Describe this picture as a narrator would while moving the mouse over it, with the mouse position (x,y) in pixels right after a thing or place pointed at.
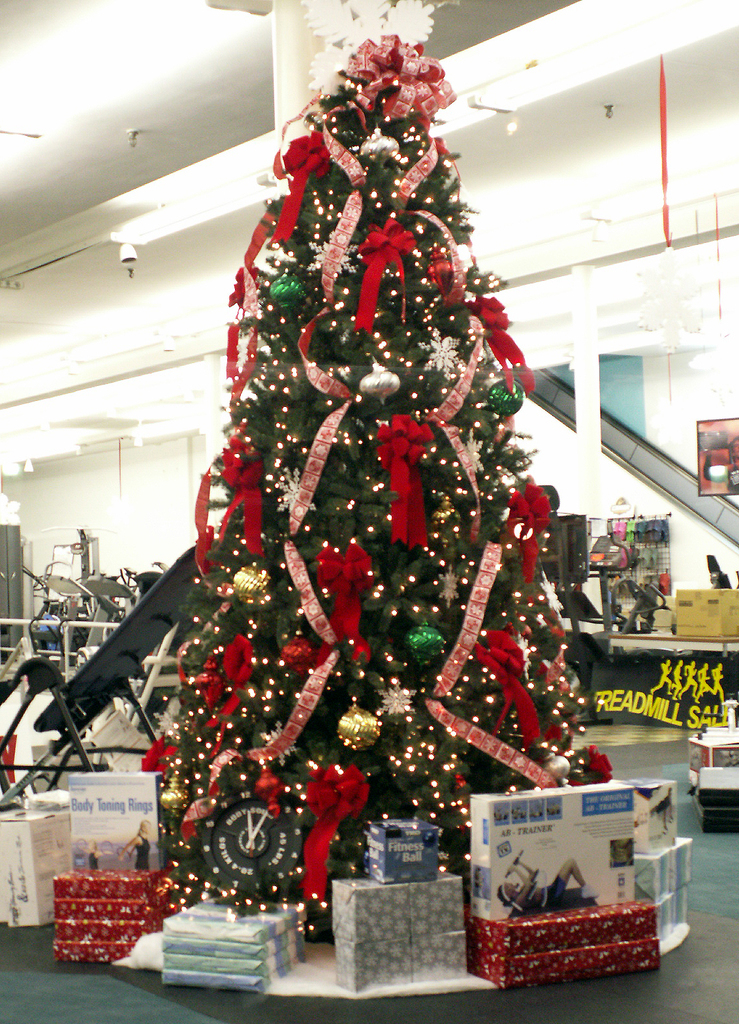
In this picture I can see there is a Christmas tree (364,688) and it is decorated with ribbons (390,433), bells (372,377), lights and there are gifts (250,931) placed on the floor (373,1007), in the backdrop (619,445) there is a escalator (629,449) and there is a reception desk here and there are treadmills (637,607) and few other gym equipment (642,618) here, there are lights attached to the ceiling (72,382).
